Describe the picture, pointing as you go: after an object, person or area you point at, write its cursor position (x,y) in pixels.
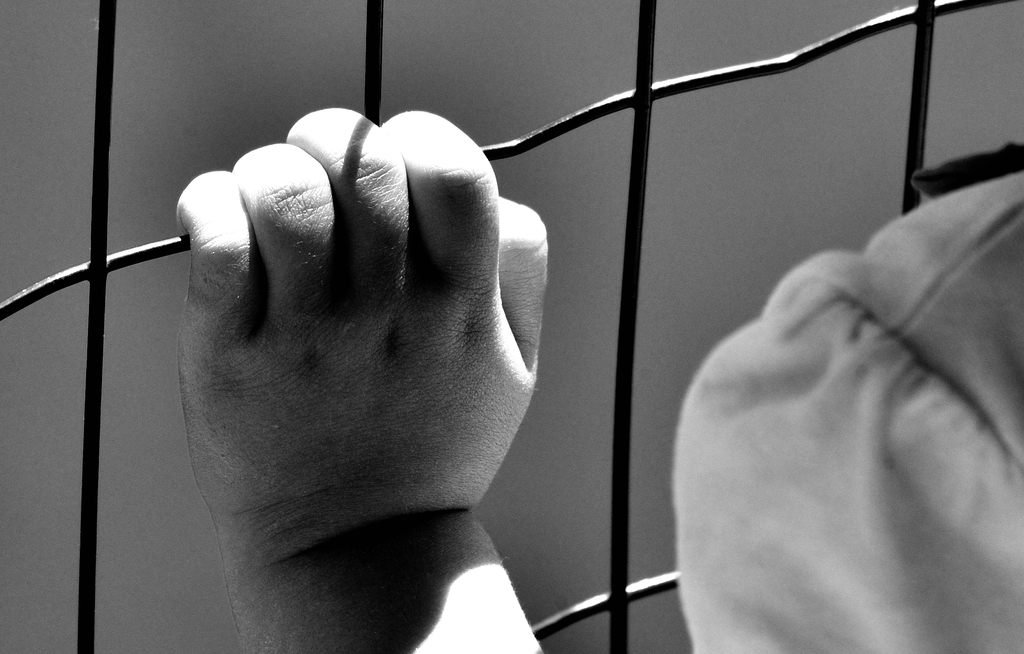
This is a black and white image. In this image we can see hand (438,240) of a person (398,202) holding a grille (144,254). In the background (3,630) it is blur.
